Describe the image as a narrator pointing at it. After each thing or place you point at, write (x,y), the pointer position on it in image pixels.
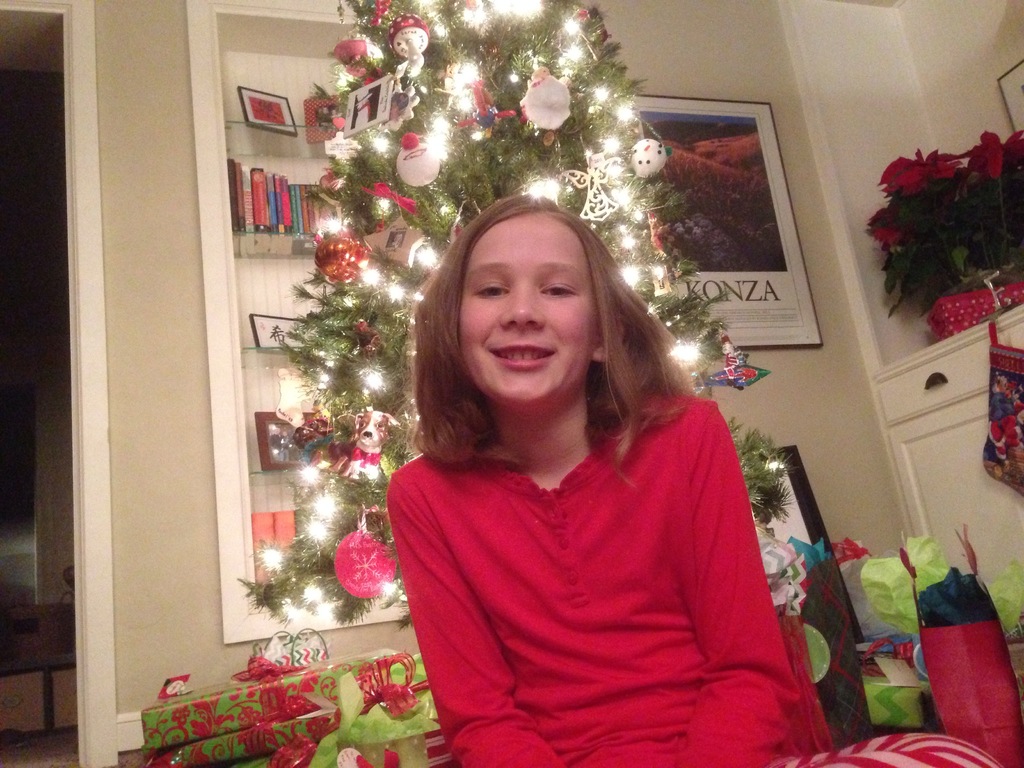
This image consists of a girl (549,462) wearing red dress (637,518) is sitting. Behind her there is a Xmas tree (309,500) along with lights (474,12) and dolls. At the bottom (308,708), there are gifts (308,708) kept on the floor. In the background (197,610), there is a wall (944,49) along with rack (275,288) of books (277,192). And a frame (780,298) fixed on the wall (795,364).
